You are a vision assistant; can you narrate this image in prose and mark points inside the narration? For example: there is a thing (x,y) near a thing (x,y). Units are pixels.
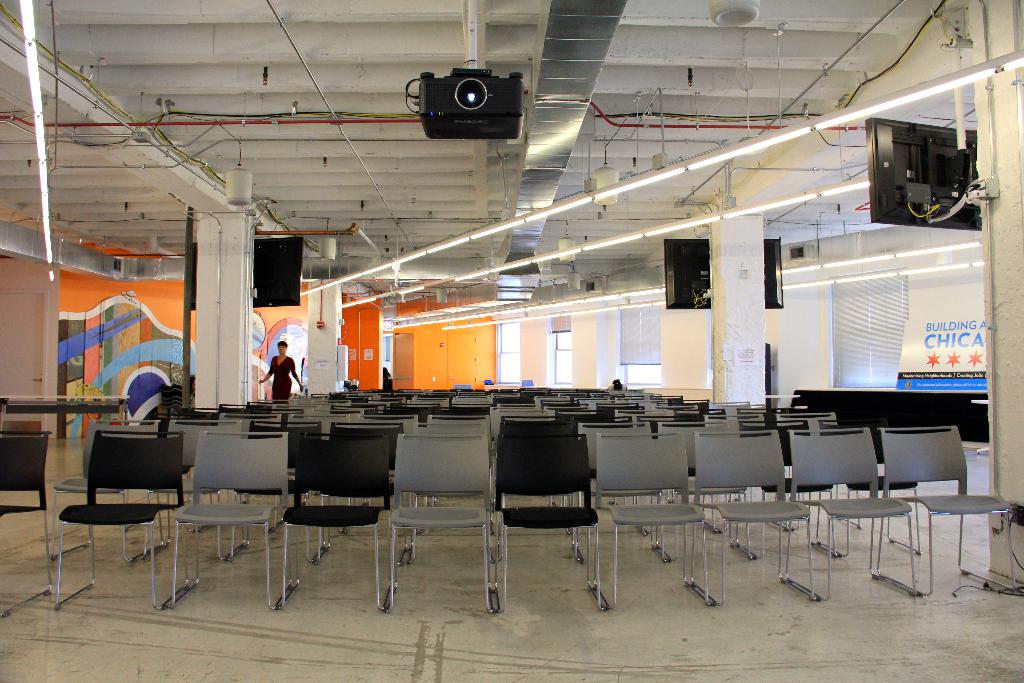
In this image I can see there are group of chairs (475,508) on the floor (674,552) and a woman (282,365) standing on the floor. On the right side of the image (884,200) we have couple of TVs (874,214) hanging on the pillar (715,286). In the above image we have projector (456,79).
